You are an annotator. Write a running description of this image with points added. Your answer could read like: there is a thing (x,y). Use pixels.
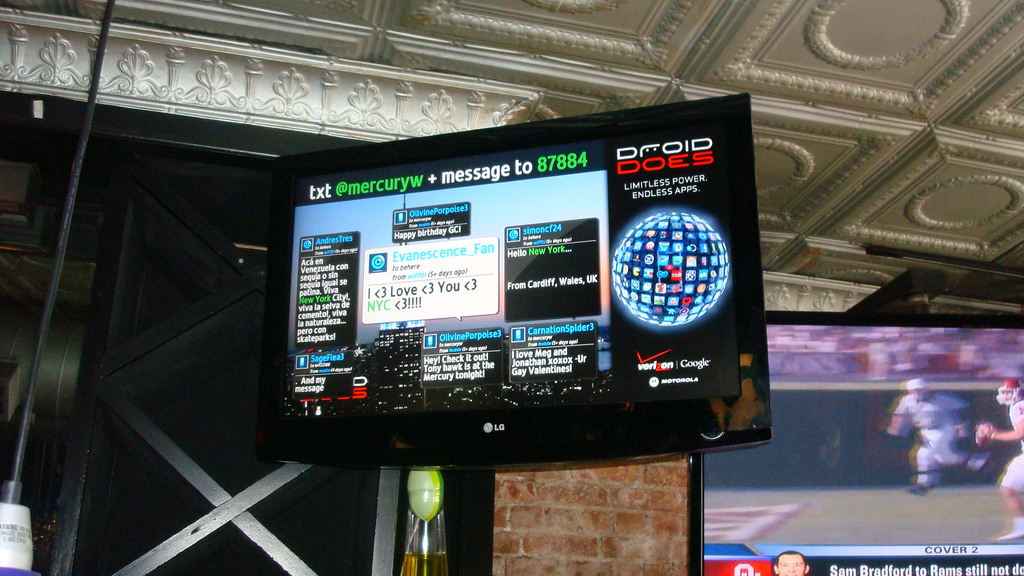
In this image there is a screen (560,407) attached to the wall (624,519). Right side (847,535) there is a screen (821,502). There are people (938,449) running on the grassland (938,513) and some text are displayed on the screen (899,443). Background (356,519) there is a wall (309,531). Bottom of the image (438,546) there is a glass (429,546) and an object (12,526) are visible. Top of the image (894,27) there is a roof (482,80).
